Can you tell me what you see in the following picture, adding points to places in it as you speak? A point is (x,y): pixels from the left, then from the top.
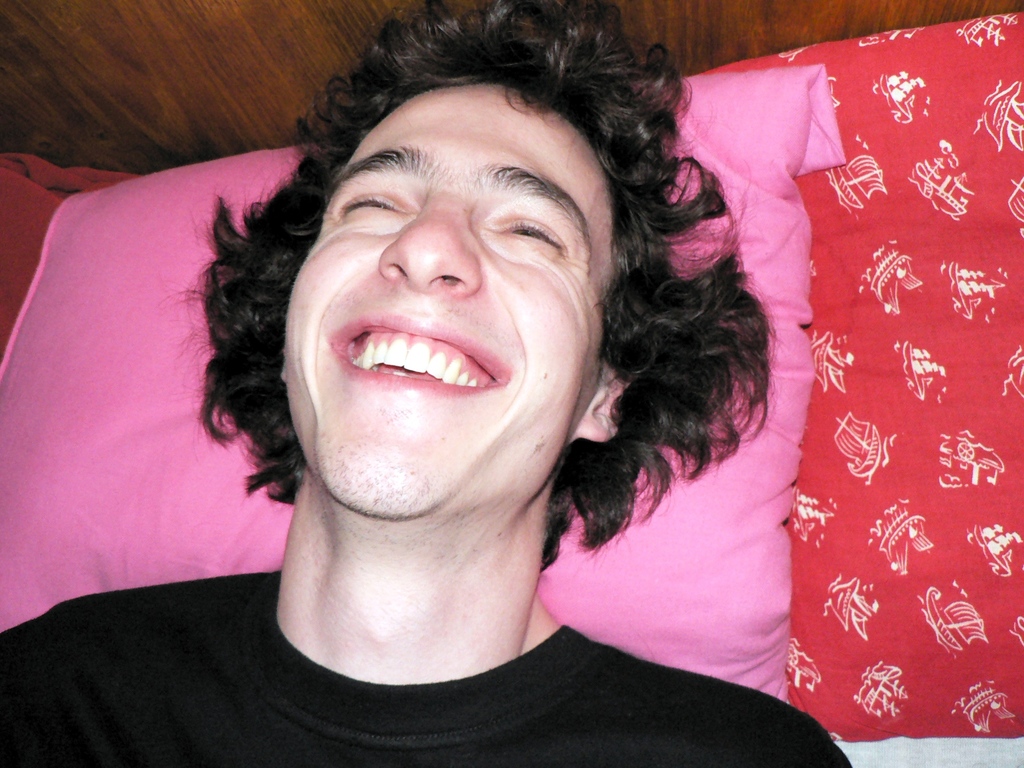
A person (367,542) is lying on the bed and smiling wearing a black t shirt (615,749). There are pink and red pillows (860,424). There is a wooden background (233,33).
